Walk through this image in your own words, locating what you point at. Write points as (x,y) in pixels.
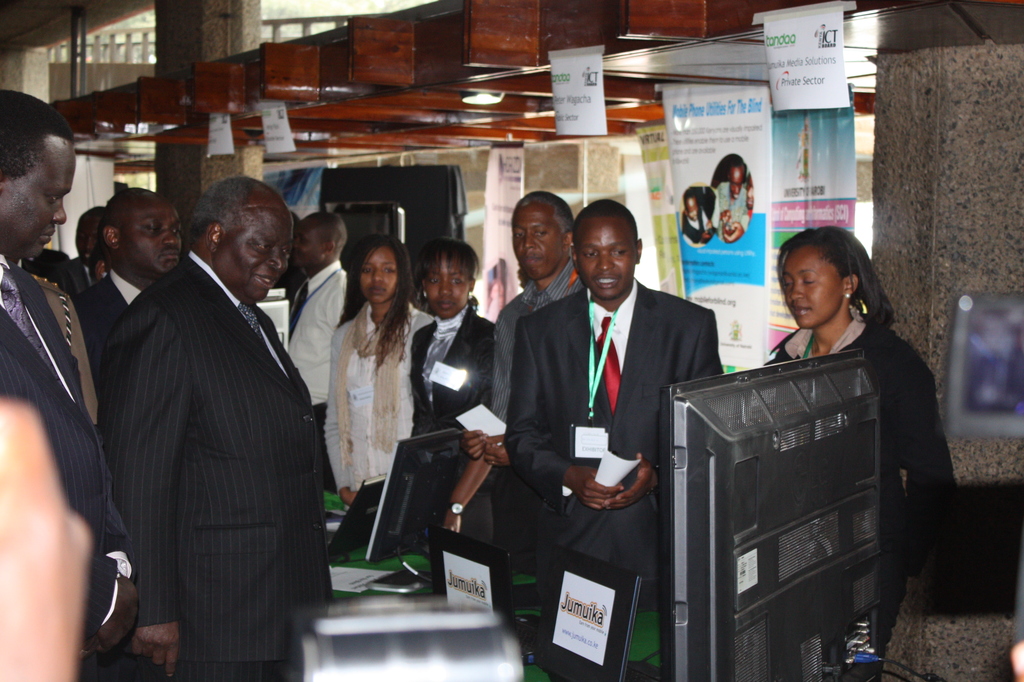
In this picture we can see some people (513,560) are standing and some of them are wearing the suits (227,376) and some of them are holding papers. At the bottom of the image (561,597) we can see a screen (809,611), camera (358,641) and table (417,559). On the table (396,559) we can see the screens (392,537), papers (472,584). In the background of the image (906,218) we can see the pillars (942,129), posters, railing (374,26).
